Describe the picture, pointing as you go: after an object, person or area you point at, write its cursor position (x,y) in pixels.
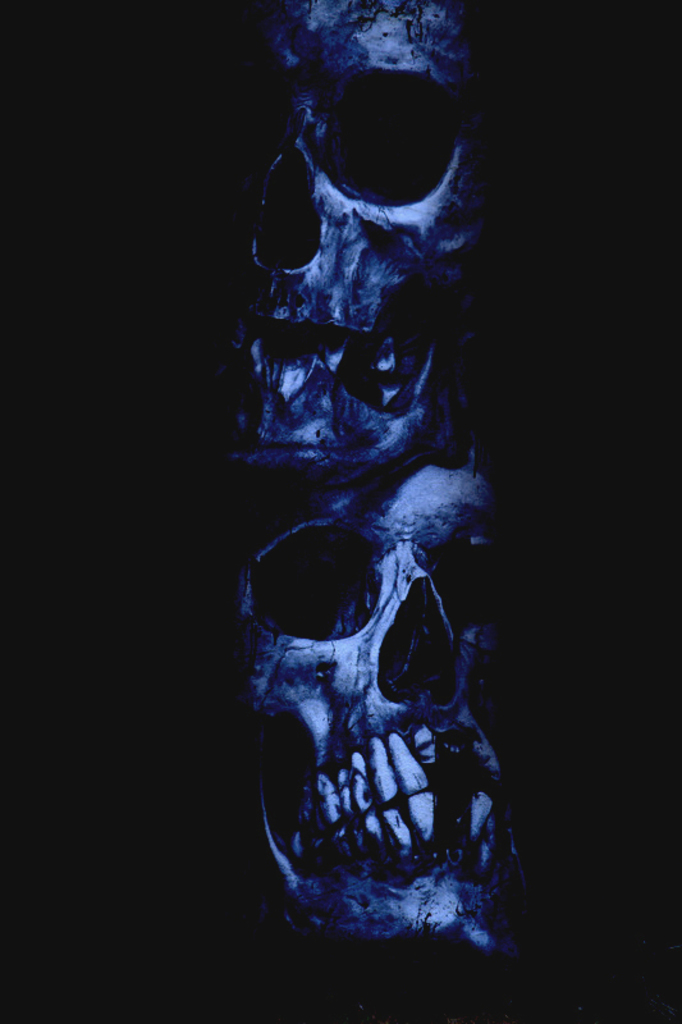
In this image, we can see skulls (344,354) and dark background (43,397).
